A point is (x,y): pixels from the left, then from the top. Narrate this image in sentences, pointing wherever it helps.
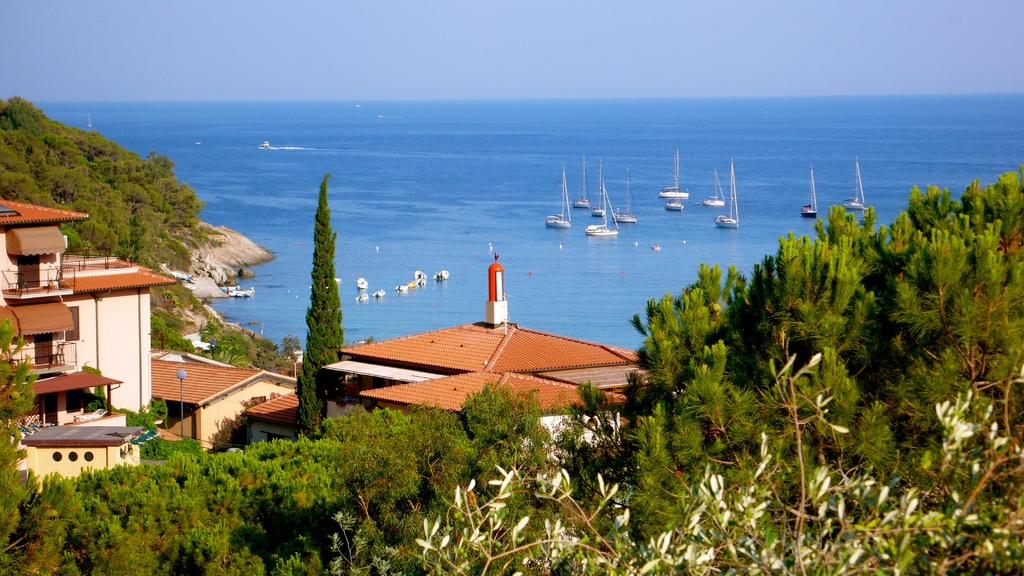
This image is clicked from a top view. There are buildings (228,386) in the image. At the bottom (471,495) there are trees (720,369). To the left (117,160) there is a mountain (174,235). There are trees (83,181) on the mountain (124,185). In the background (372,193) there is the water (457,182). There are boats (628,219) on the water (684,216). At the top (505,39) there is the sky (378,39).
